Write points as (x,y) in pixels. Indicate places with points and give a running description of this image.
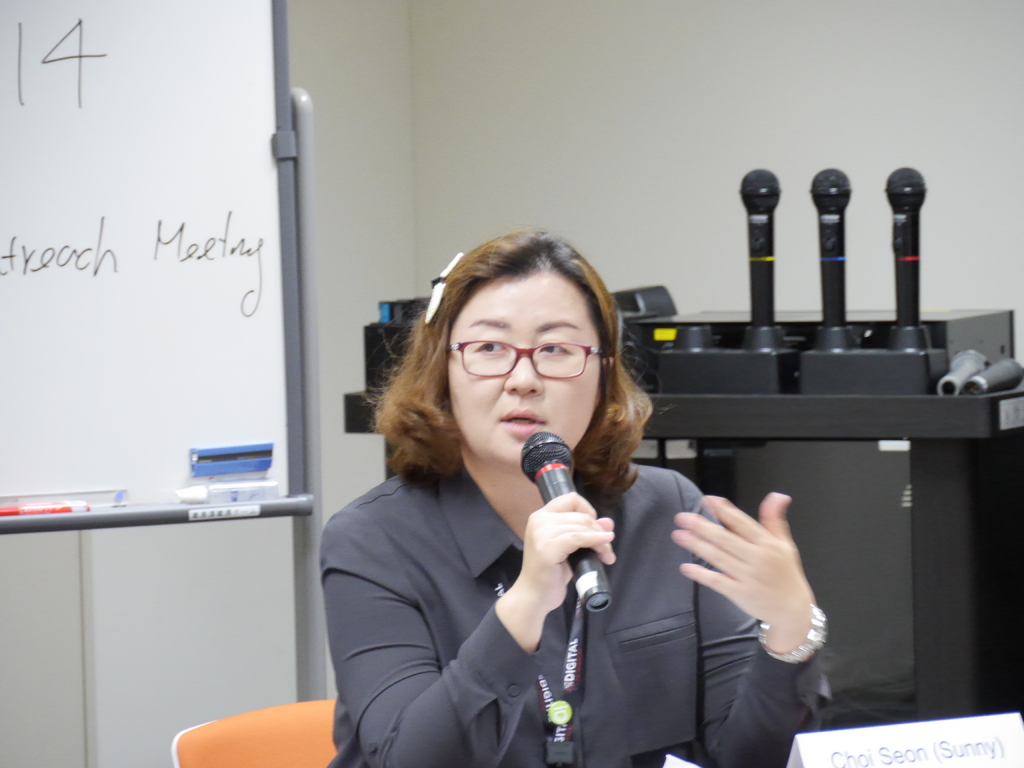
In this image I can see a woman (625,626) wearing a shirt (407,663), sitting on the chair (301,742) and holding a mike (553,455) in her hand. In the background (650,54) there is a wall (437,66). On the left side of the image (120,271) I can see a board (111,272). On the right side of the image (886,430) there is a table (875,415) and three mikes (773,232) are placed on it.
